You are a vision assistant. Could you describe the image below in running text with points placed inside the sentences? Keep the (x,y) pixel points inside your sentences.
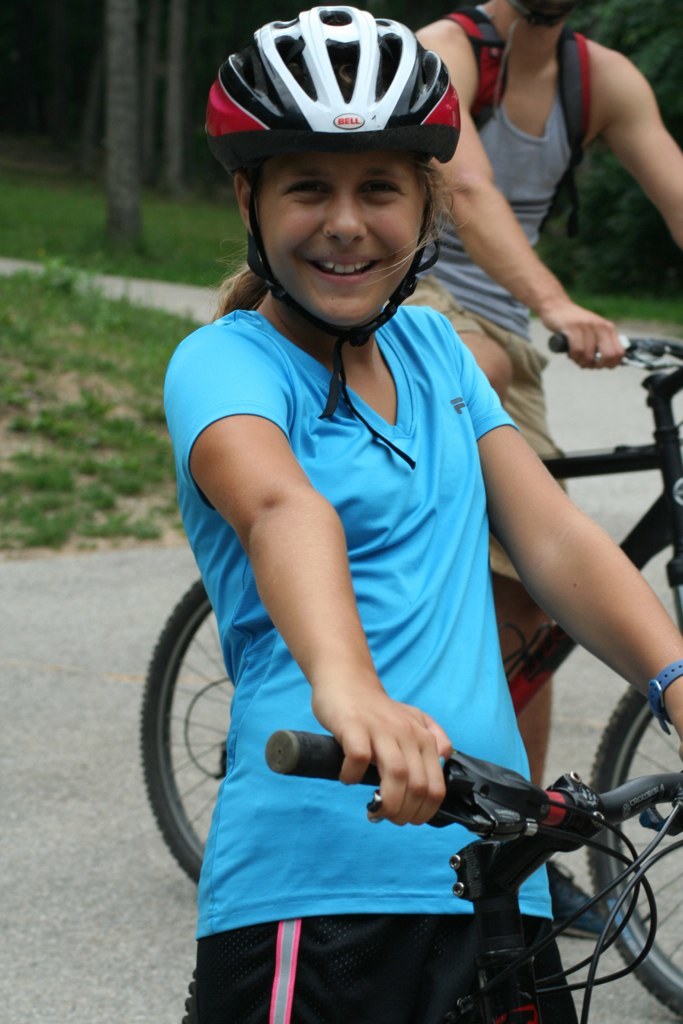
In the image two persons (514,140) are standing and holding bicycles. Behind them there is grass (233,211) and trees (17,111).
